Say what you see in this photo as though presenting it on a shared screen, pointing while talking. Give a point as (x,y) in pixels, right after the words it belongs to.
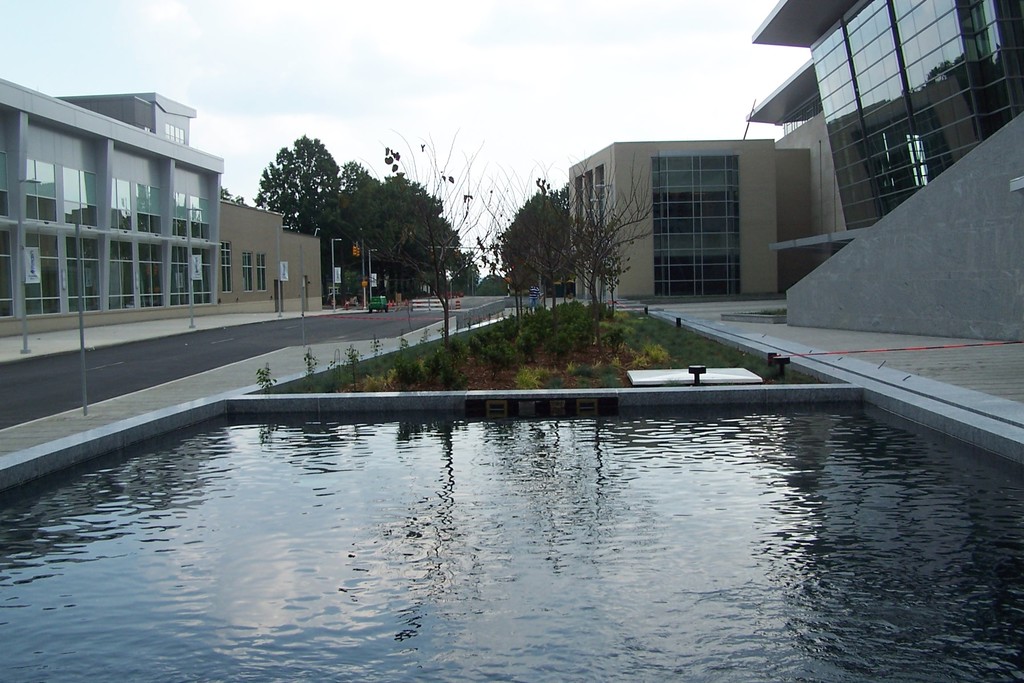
In this image, we can see a pond (447,528). There are some plants (589,340) in between buildings (120,260). There are some trees (380,204) in the middle of the image (448,247). There is a sky (448,48) at the top of the image (448,48).
